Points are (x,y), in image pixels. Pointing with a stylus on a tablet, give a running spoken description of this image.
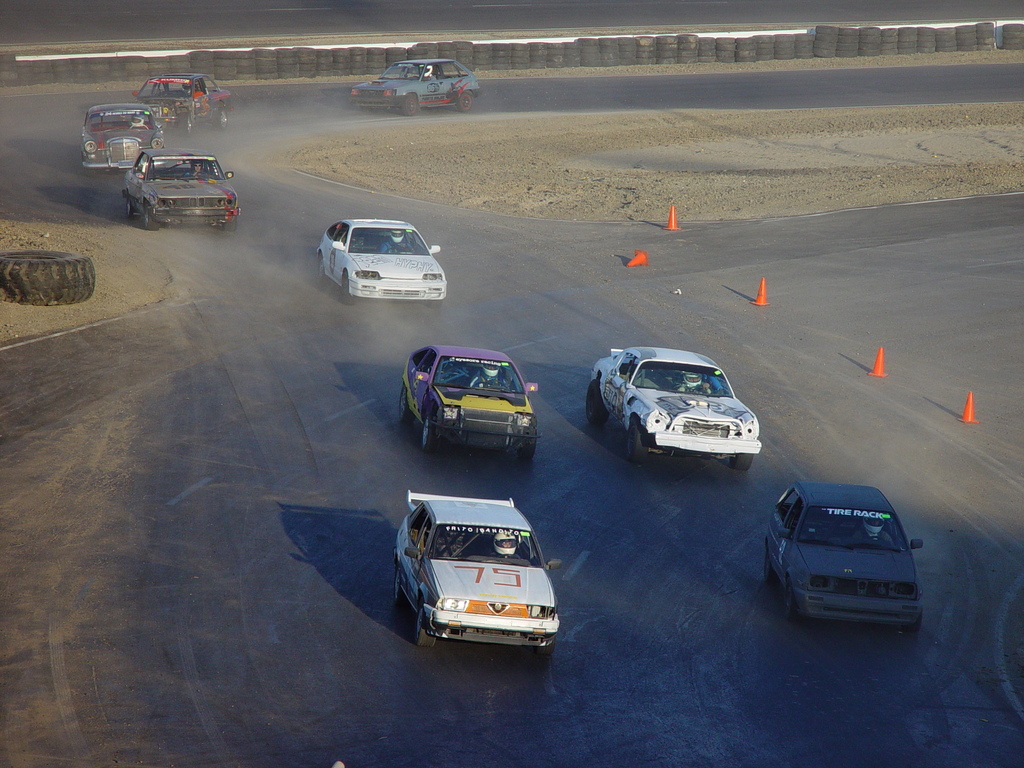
There are cars (420,358) on the road (375,427) as we can see in the middle of this image (395,459). There are tyres (134,66) at the top of this image (488,52) and we can see one tyre (11,283) on the left side of this image (59,274).
